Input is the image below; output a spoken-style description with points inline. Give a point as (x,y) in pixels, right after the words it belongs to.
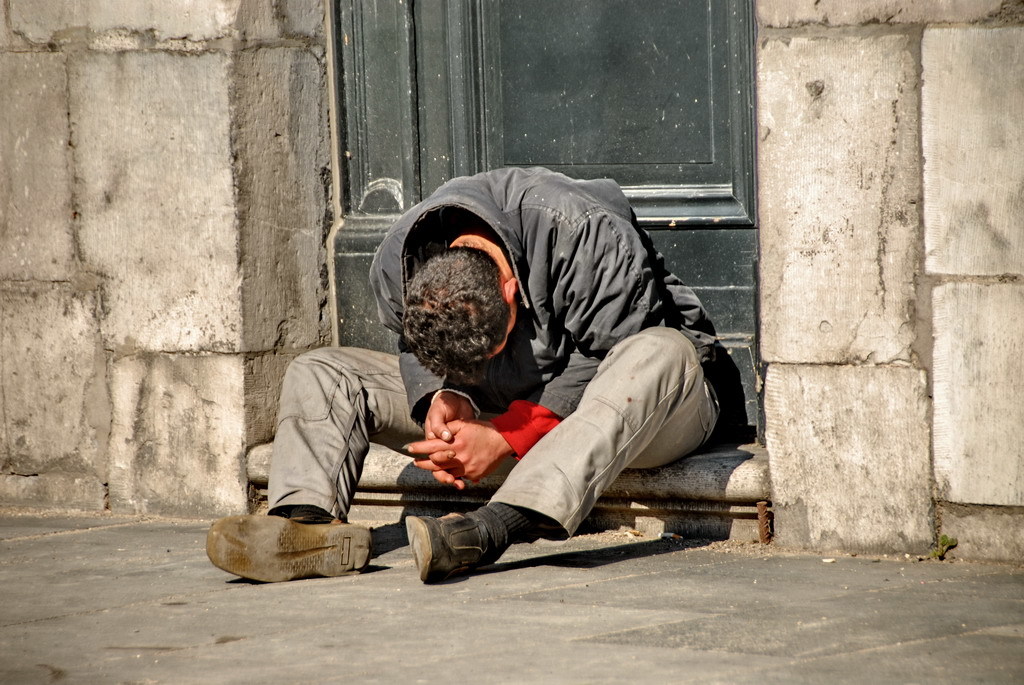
In this image there is a person (422,339) sitting in front of the door (581,142), beside the door (627,195) there is a wall (215,297).
